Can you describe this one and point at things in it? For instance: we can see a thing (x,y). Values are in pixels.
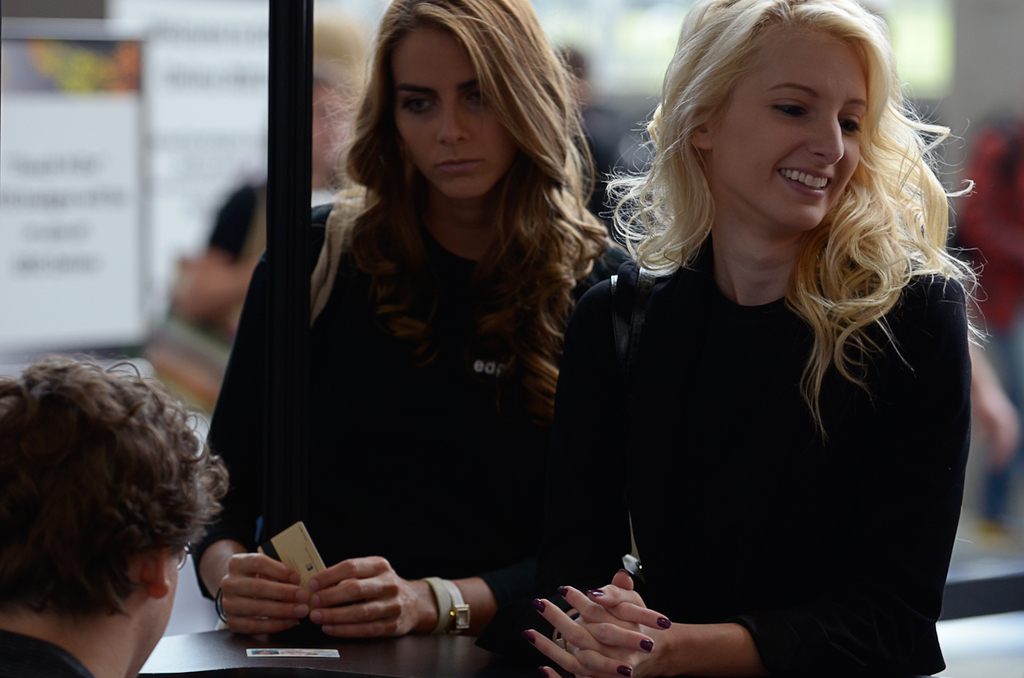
This picture consists of two woman (484,356) visible in front of table (402,660), in the bottom left (137,508) there is a person (76,428), there is a pole (273,93) in the middle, background (323,72) there are might be group of persons (225,204) visible.
